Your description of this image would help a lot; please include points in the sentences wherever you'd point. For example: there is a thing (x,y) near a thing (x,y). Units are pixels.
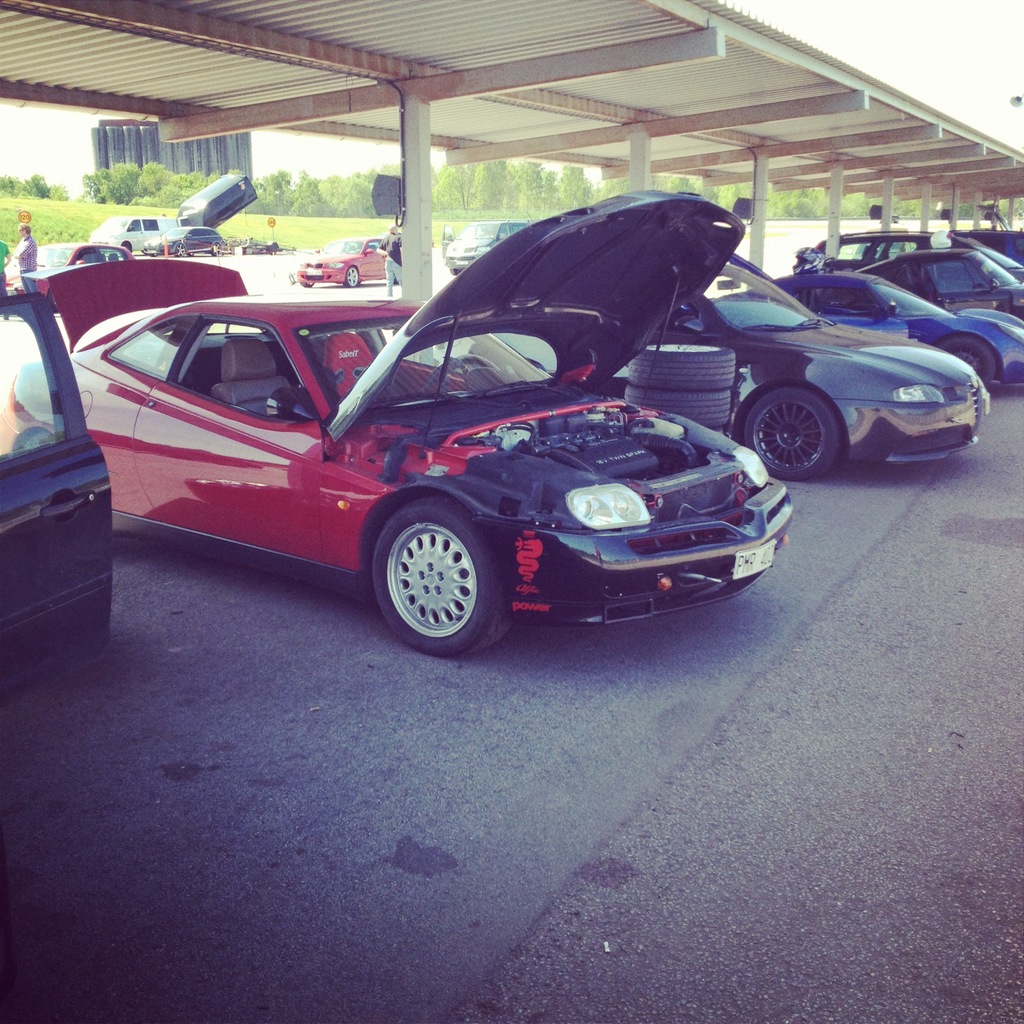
This is an outside view. Here I can see many cars (588,511) on the ground (373,804). At the top (415,60) there is a shed (667,92). In the background (239,162) there are few trees (167,193) and a building (169,159) and also I can see the sky (35,150). On the left side (21,249) there are few people (22,237) standing.
